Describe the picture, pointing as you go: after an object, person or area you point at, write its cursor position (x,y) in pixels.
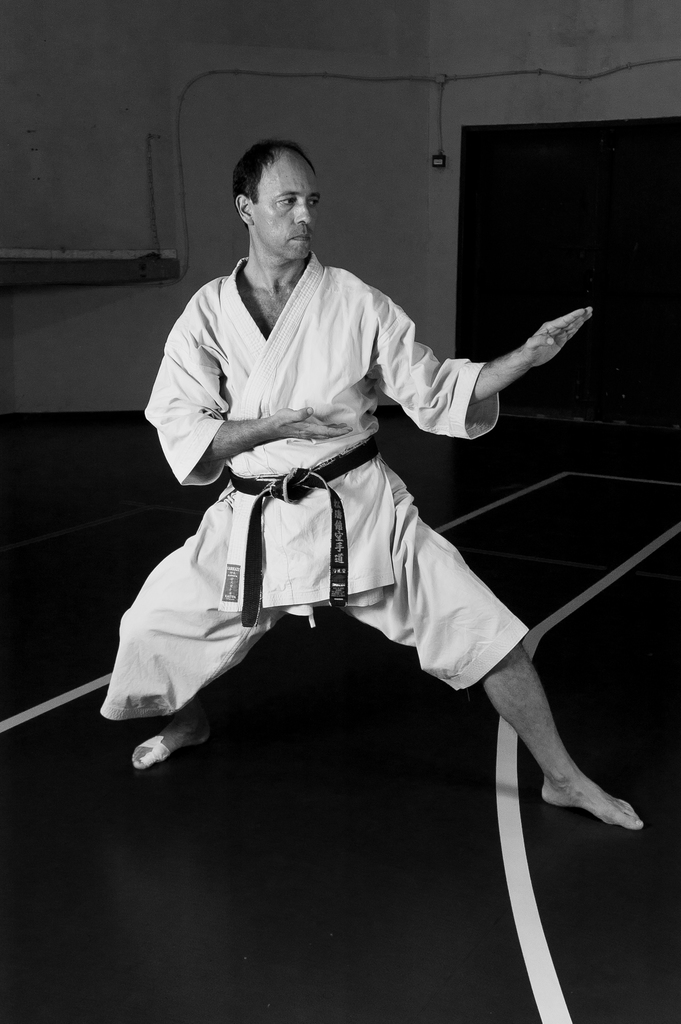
Black and white picture. This person (268,358) is looking towards the right side of the image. Background (323,198) there is a wall (435,215).
